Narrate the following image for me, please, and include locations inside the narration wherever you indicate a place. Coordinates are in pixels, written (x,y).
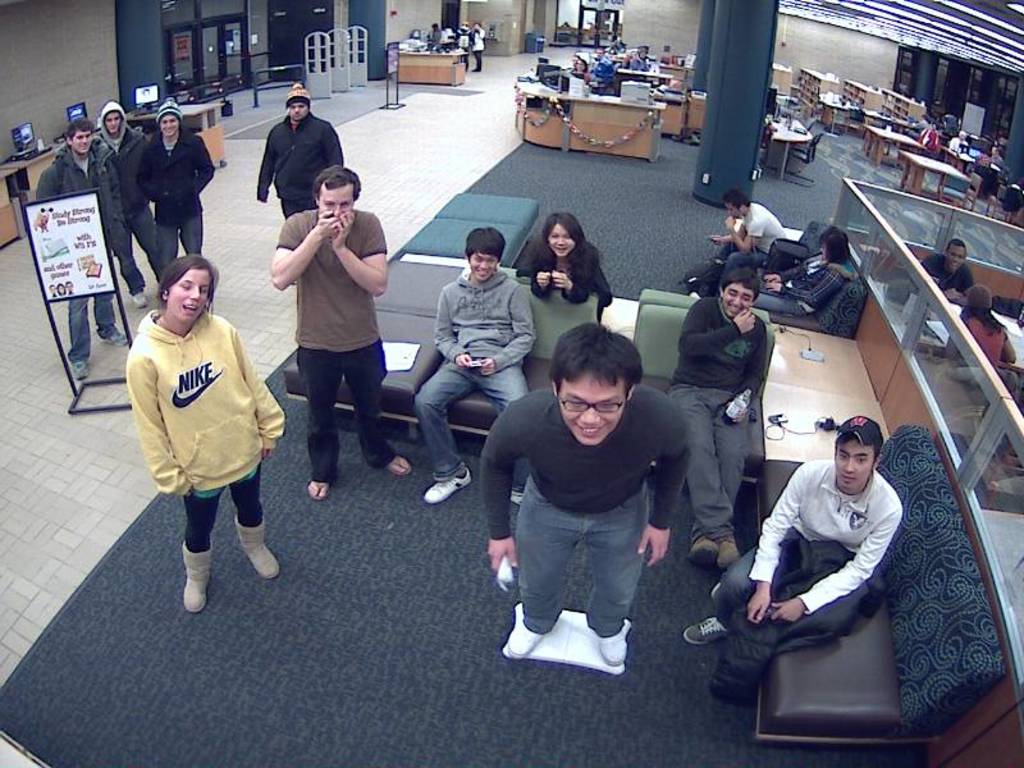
In this image we can see people (215,352) standing on the floor (275,344) and some are sitting on the chairs (842,302) and tables (786,145) are placed in front of them. On the tables (569,104) we can see desktops (546,81), papers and books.
